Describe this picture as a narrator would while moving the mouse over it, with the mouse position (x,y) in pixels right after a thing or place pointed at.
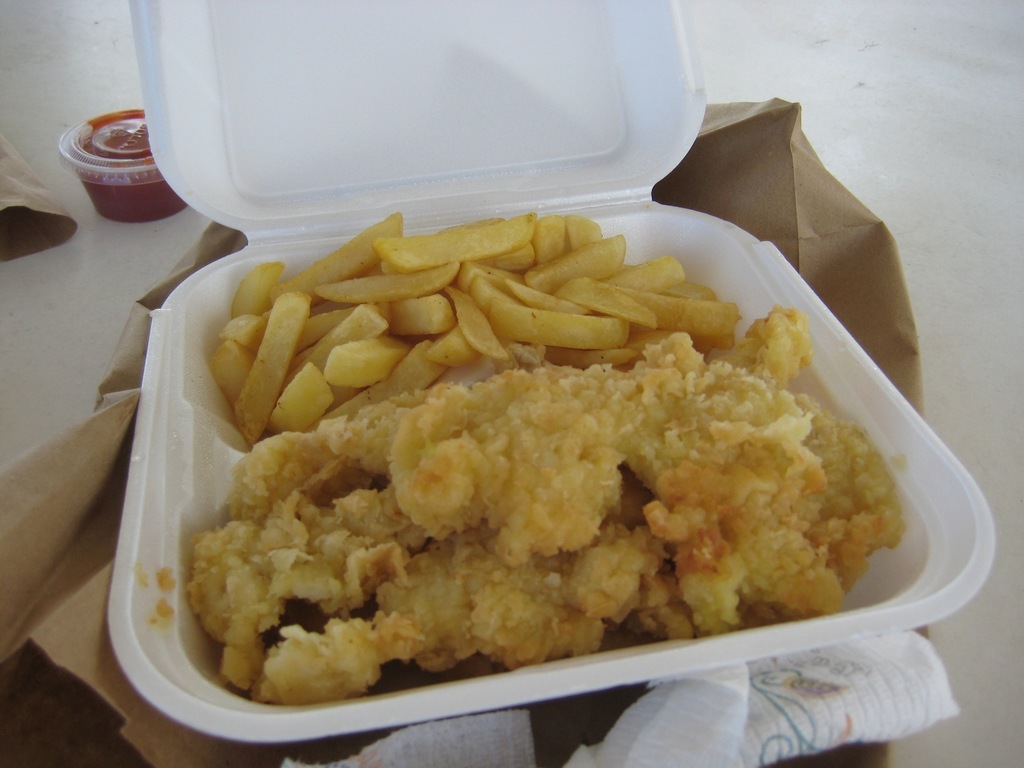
In this image we can see a disposable box (250,7) with battered fried strips (482,432) and french fries (392,318) in it. In the background (115,137) we can see a disposable bowl (87,174) and a cardboard cover (52,645).
